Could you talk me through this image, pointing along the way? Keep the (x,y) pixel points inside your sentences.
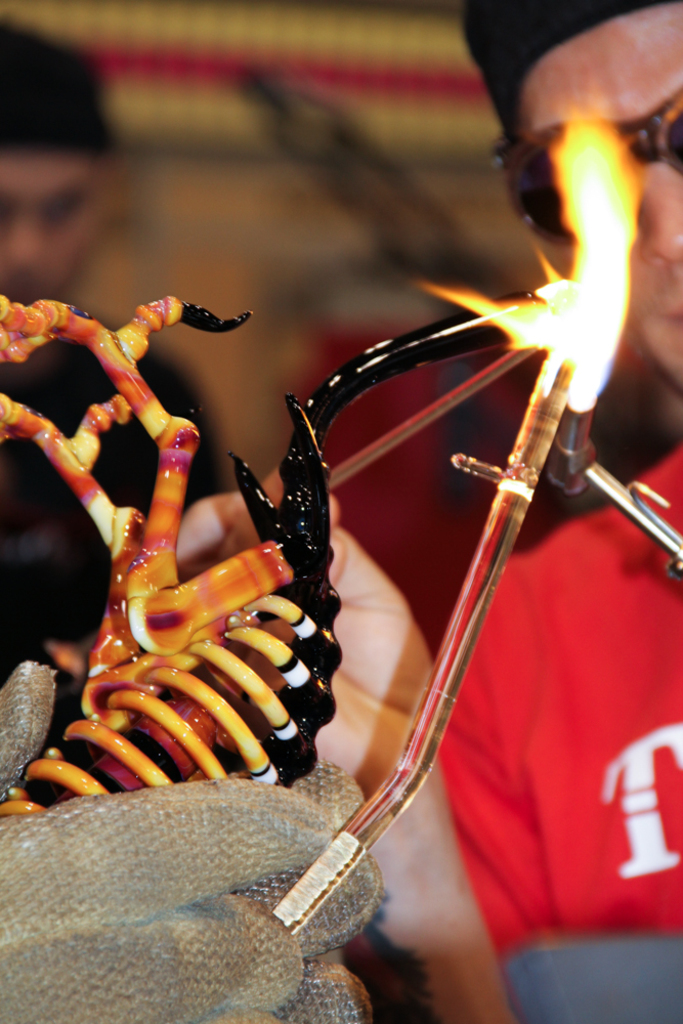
In the bottom left corner of the image (150,852) there are finger (36,751) of person (83,865) with gloves (127,883) is holding an object (190,591). And also there is a glass tube (560,382) and flame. Behind the flame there is a person (644,181) with goggles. There is a blur background (78,97) with a man (71,143).
